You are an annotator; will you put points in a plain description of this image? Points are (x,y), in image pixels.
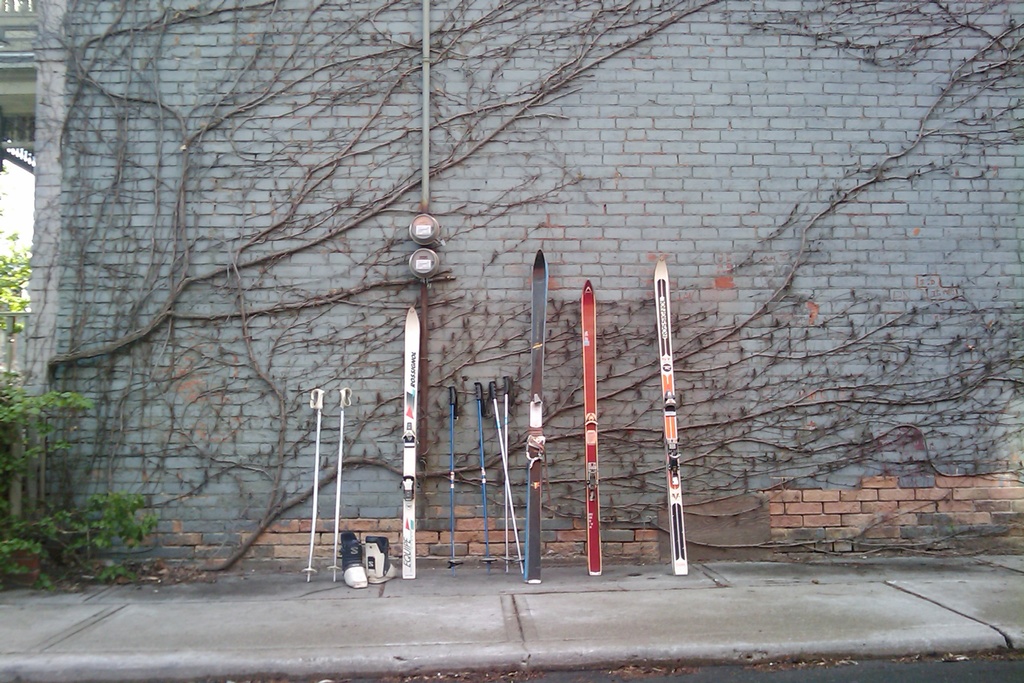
There are skis (542,418) and sticks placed on the footpath (699,580). And they are leaning on the wall (280,170). Beside them, there are shoes (384,539) on the footpath (379,593). On the left side (64,536), there is a plant (6,476). In the background (14,300), there is a tree (26,285).
